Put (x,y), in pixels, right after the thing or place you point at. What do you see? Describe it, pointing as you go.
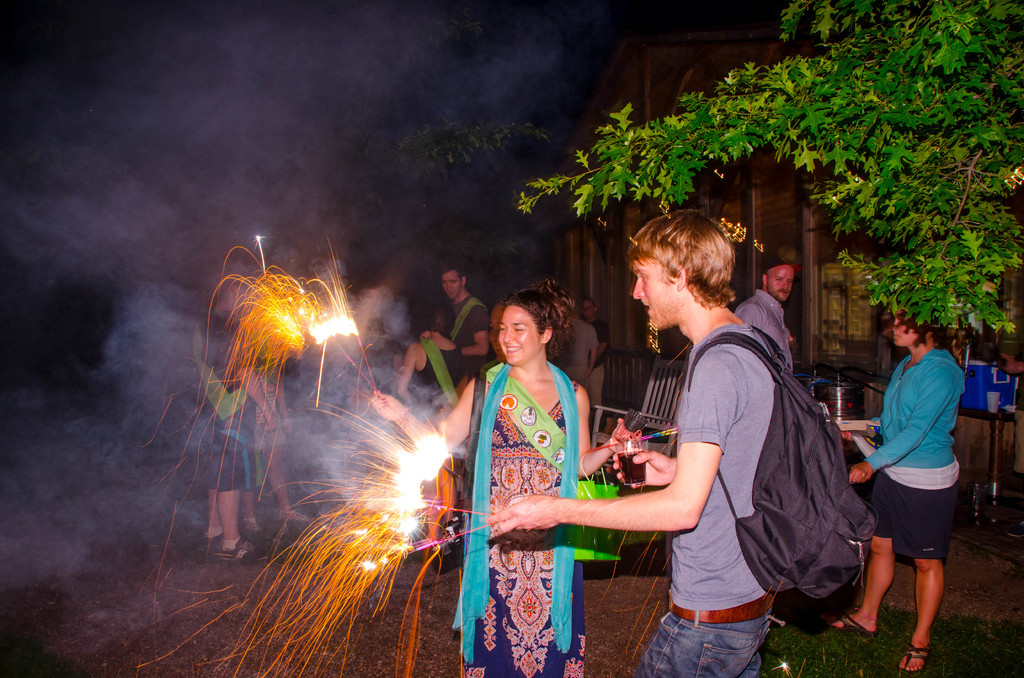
In the image we can see there are people (705,559) standing and wearing clothes (698,583). Here we can see fireworks (375,552) and here we can see a man (728,538) carrying a bag (772,480). We can see chair (672,424), grass (955,651), tree (904,207), building (679,65) and the dark sky (174,123).
